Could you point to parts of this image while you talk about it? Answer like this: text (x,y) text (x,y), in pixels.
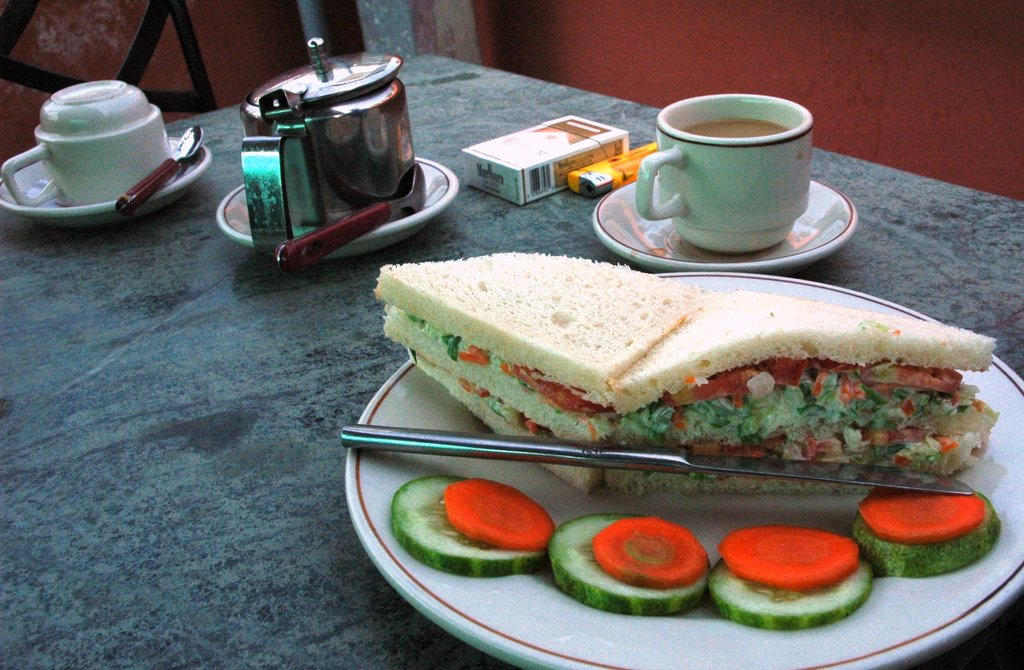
In this picture I can see the plate (891,301), tea cup (721,128), saucer (761,255), cigarette packet (530,148), lighter (607,177), spoons (406,204) and other objects (352,110) on the table (449,211). On the right (763,323) I can see the sandwich (661,361), knife (621,456), cucumber (438,511) and carrot pieces (842,558) in a white plate (903,591). In the top left corner (138,45) there is a chair (138,45) near to the wall (226,32).
